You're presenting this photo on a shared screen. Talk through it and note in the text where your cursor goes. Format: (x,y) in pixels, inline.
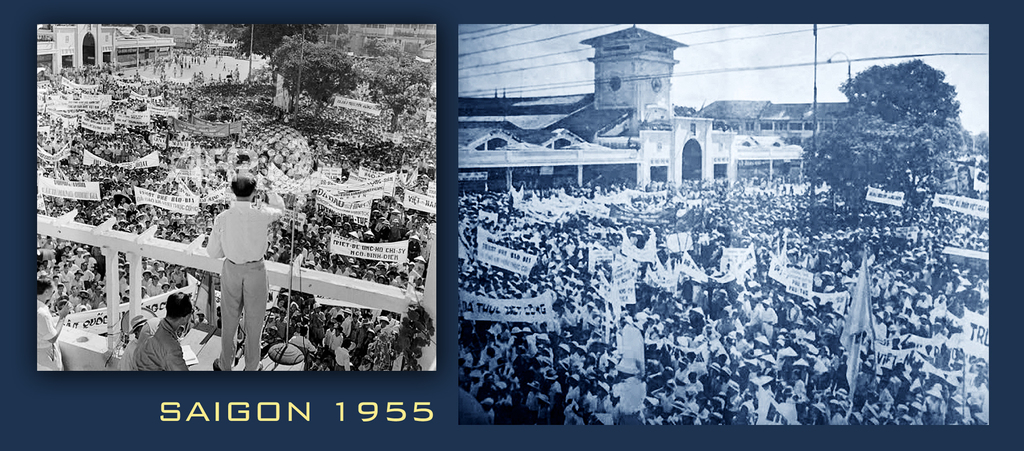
In this picture I can see collage of two pictures in the first picture I can see a man (254,318) standing on the stage (306,276) and speaking with the help of a microphone (288,196) and I can see group of people (322,142) standing and holding banners (104,126) with some text (210,128) and I can see trees (397,72) and buildings (373,45) and In the second picture I can see buildings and crowd of people (787,310) standing and they are holding banners (799,276) with some text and I can see trees (886,145) and I can see text (376,414) at the bottom right corner of the first picture.
